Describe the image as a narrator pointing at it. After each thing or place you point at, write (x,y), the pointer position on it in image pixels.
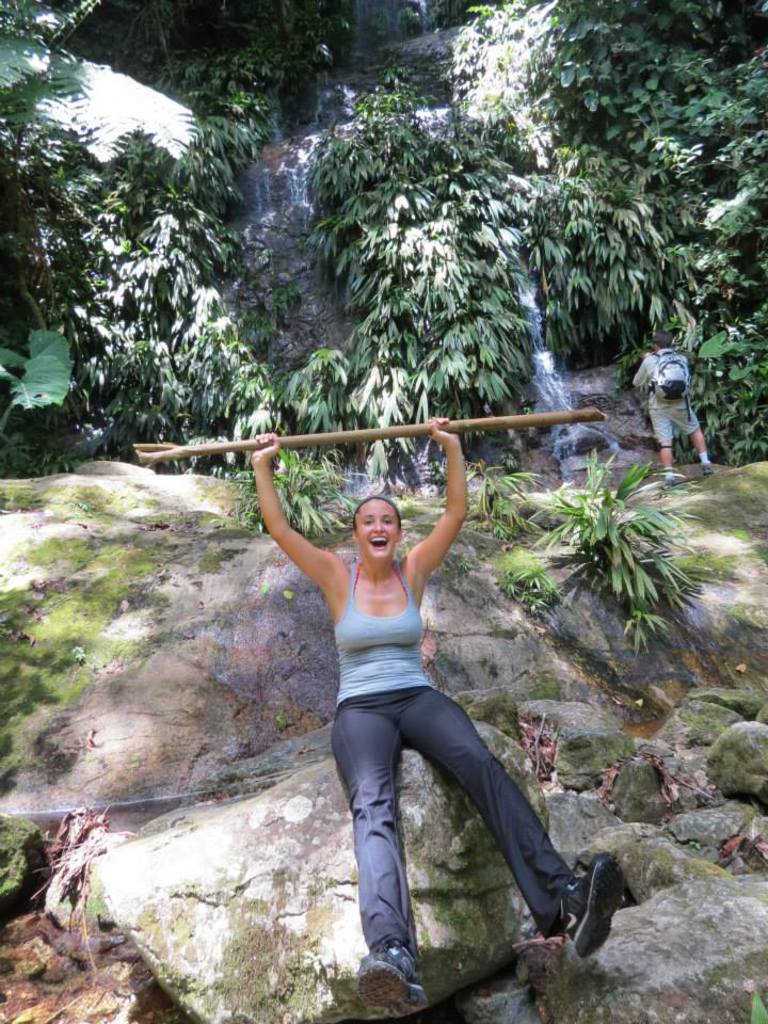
In this image I can see a person (526,869) sitting on the rock (441,871) and holding an object (410,427). Also there is a person (674,410) standing and carrying a bag (672,389). There are rocks (570,590), plants (468,301) and there is water (558,456).
